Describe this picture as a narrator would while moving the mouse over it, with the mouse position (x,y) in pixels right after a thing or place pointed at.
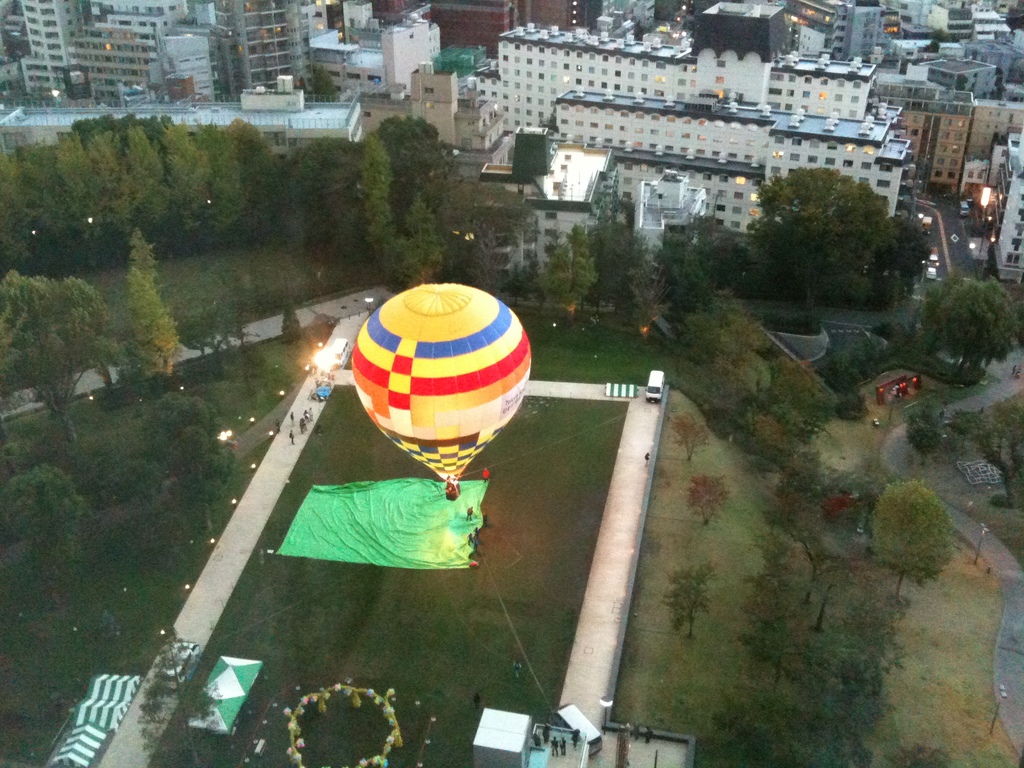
In this image, I can see a hot air balloon (451,408), which is tied with the ropes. There are buildings (176,67), trees (816,466), plants (677,429), vehicles (656,389), lights (327,355) and groups of people (554,742). On the right side of the image (1021,392), there is a pathway (1014,379).
